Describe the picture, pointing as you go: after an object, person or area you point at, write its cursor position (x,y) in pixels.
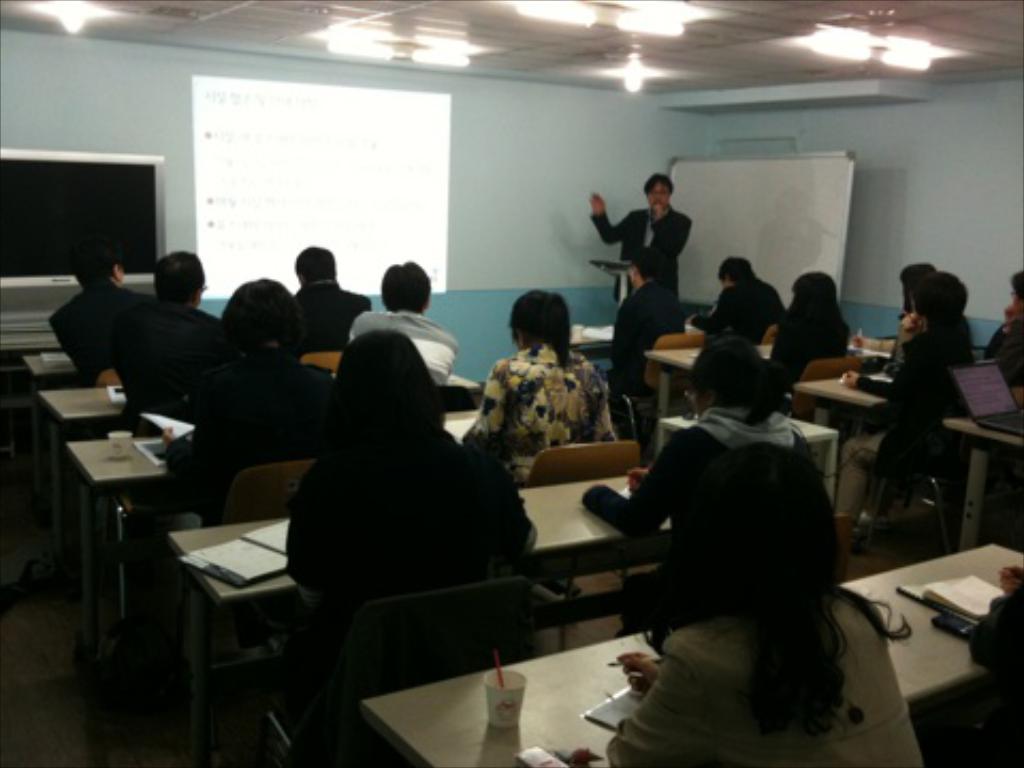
In this image there are group of people (921,349) sitting in chair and the back ground (732,206) there is man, screen (427,254), television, board (746,210), light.
